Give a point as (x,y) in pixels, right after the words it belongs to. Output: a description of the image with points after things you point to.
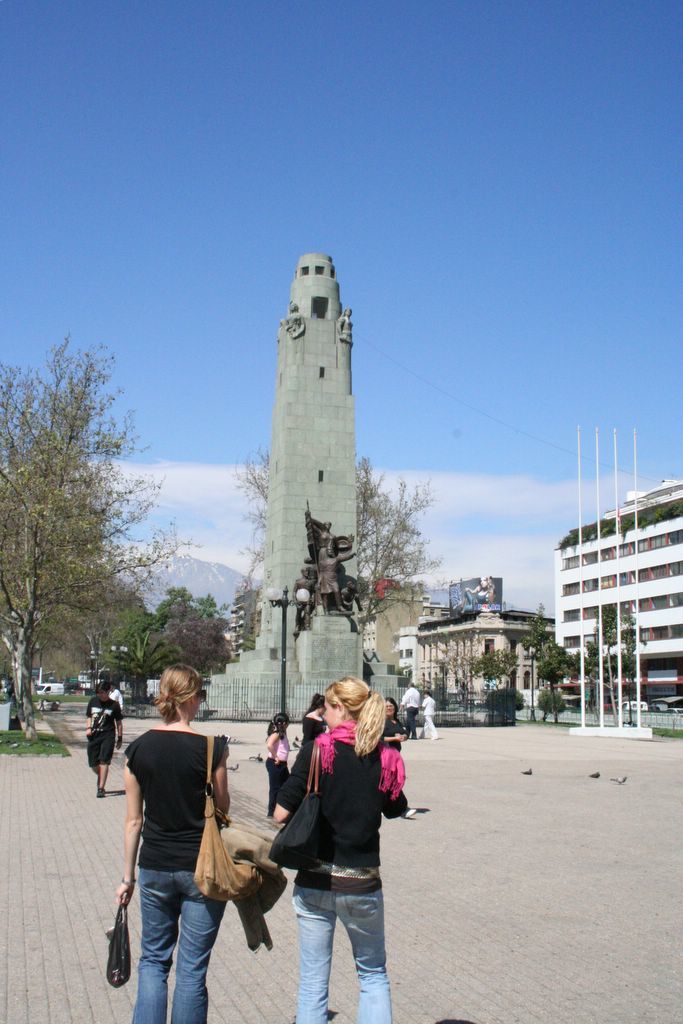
There are people (326,791) in the foreground area of the image (197,743), there is a statue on a pedestal (302,671), tower (290,669), poles (284,676), trees (87,669), buildings (483,653) and sky (436,287) in the background area (304,434).
